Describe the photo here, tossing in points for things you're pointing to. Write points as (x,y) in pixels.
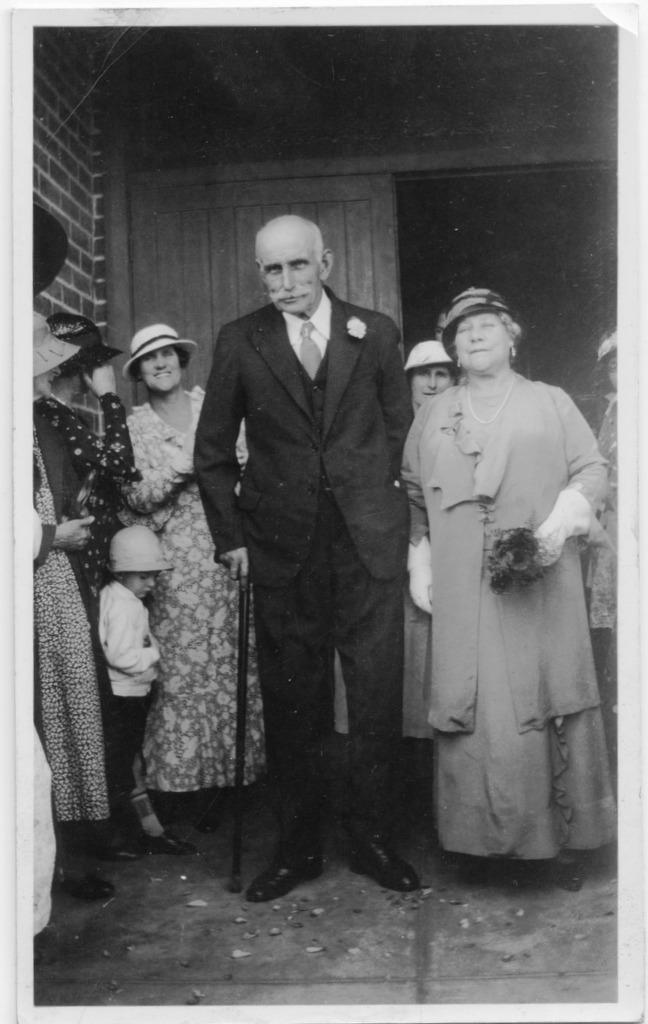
This looks like an old black and white image. I can see a group of people (235,698) standing. In the background (157,261), I think this is a wooden door (272,209).
